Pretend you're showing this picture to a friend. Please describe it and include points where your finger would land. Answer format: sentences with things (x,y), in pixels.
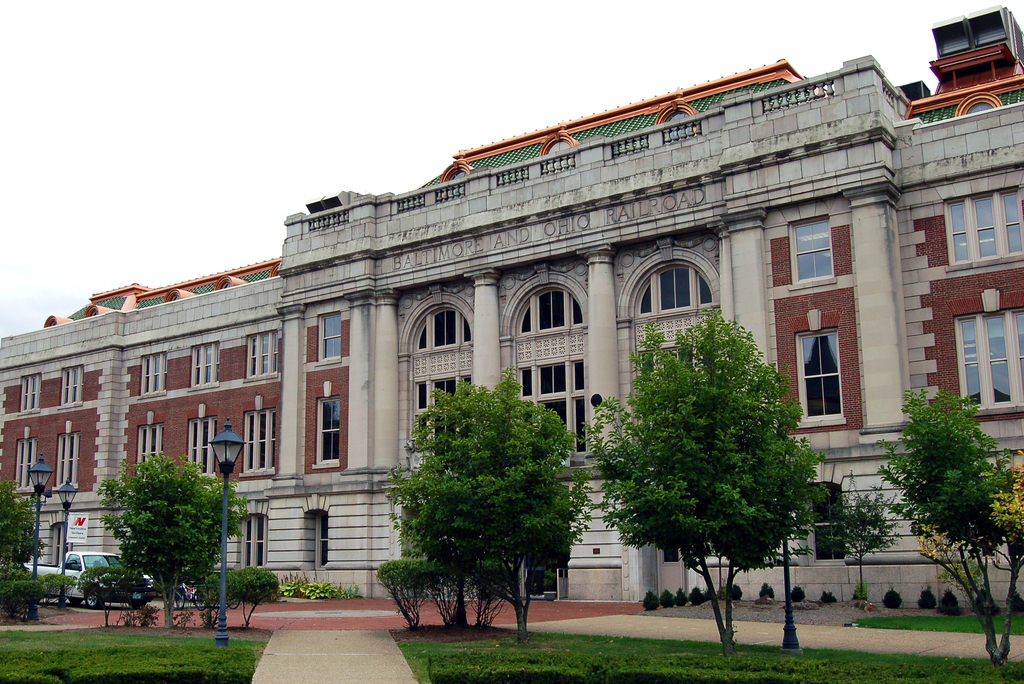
In this image we can see the building (520,378) and glass windows (74,386). Here we can see the trees (144,566) and decorative light poles (65,554). Here we can see the walkways (338,628) and green grass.
